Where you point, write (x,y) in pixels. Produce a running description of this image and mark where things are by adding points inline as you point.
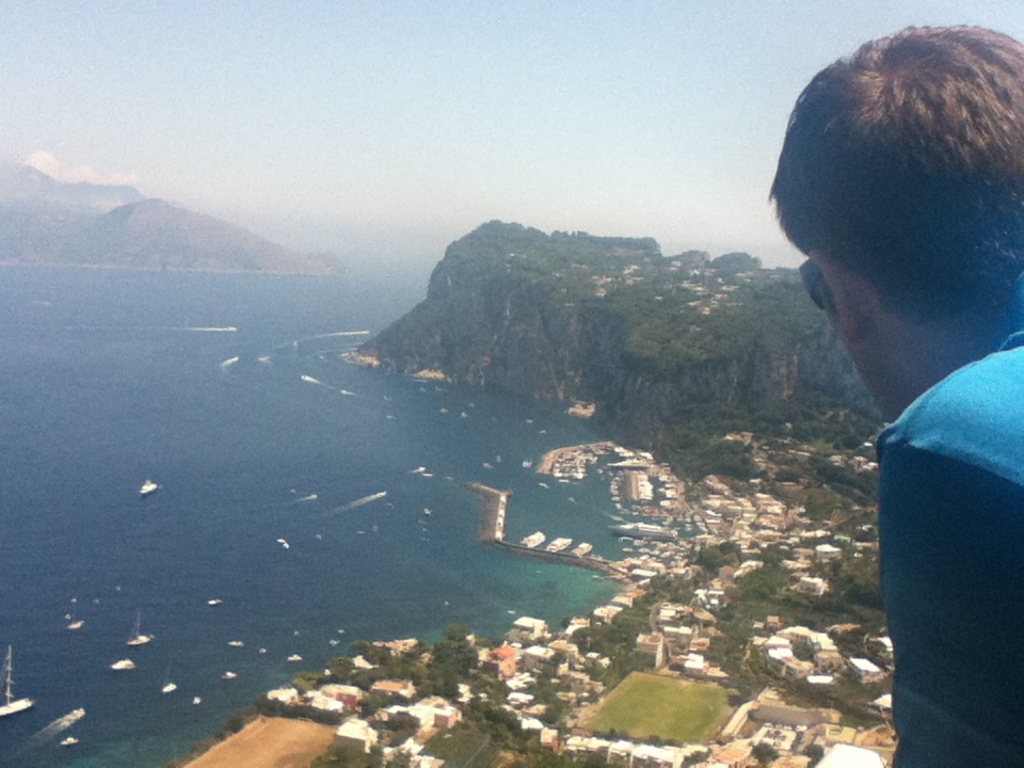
In this image I can see on the right side (914,306) there is a person (993,394) looking at the sea (403,379). On the left side (310,641) there is the sea (225,485), at the bottom (416,667) there are buildings (660,651) and trees (703,564). In the middle (498,375) there is the hill (606,294), at the top (392,87) it is the sky (439,19). There are boats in the sea (280,520).
